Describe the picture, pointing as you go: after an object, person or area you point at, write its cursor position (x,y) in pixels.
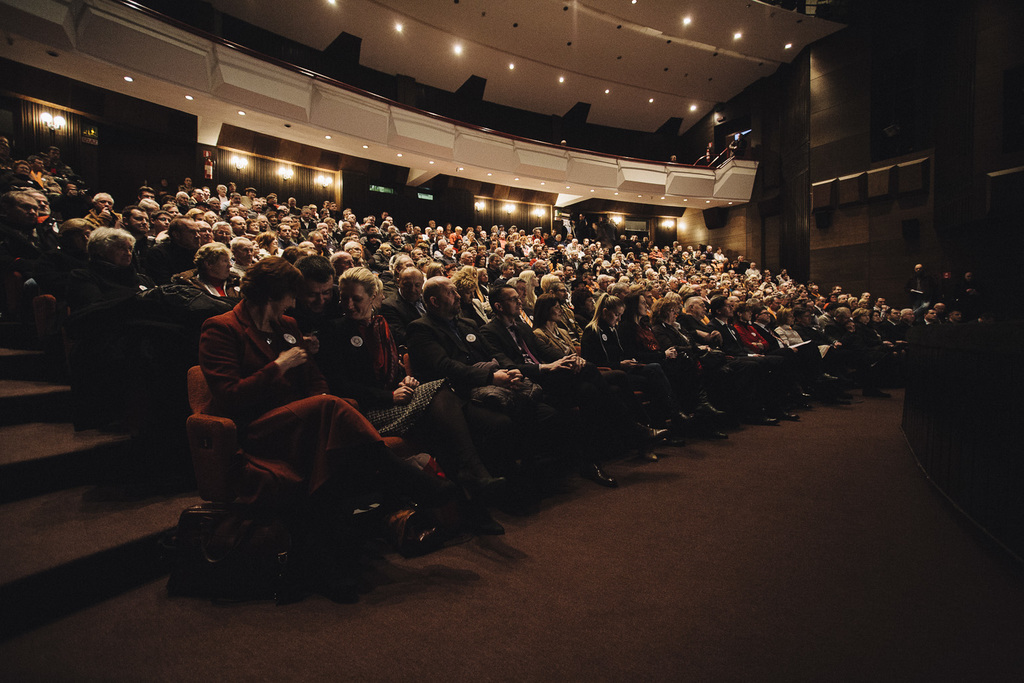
This image consists of a huge crowd (376,286) sitting in the chairs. It looks like an auditorium (577,608). At the bottom (679,615), there is a floor (528,523). On the left (54,543), there are steps (14,364). At the top (444,93), we can see a balcony (278,65) along with the lights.
